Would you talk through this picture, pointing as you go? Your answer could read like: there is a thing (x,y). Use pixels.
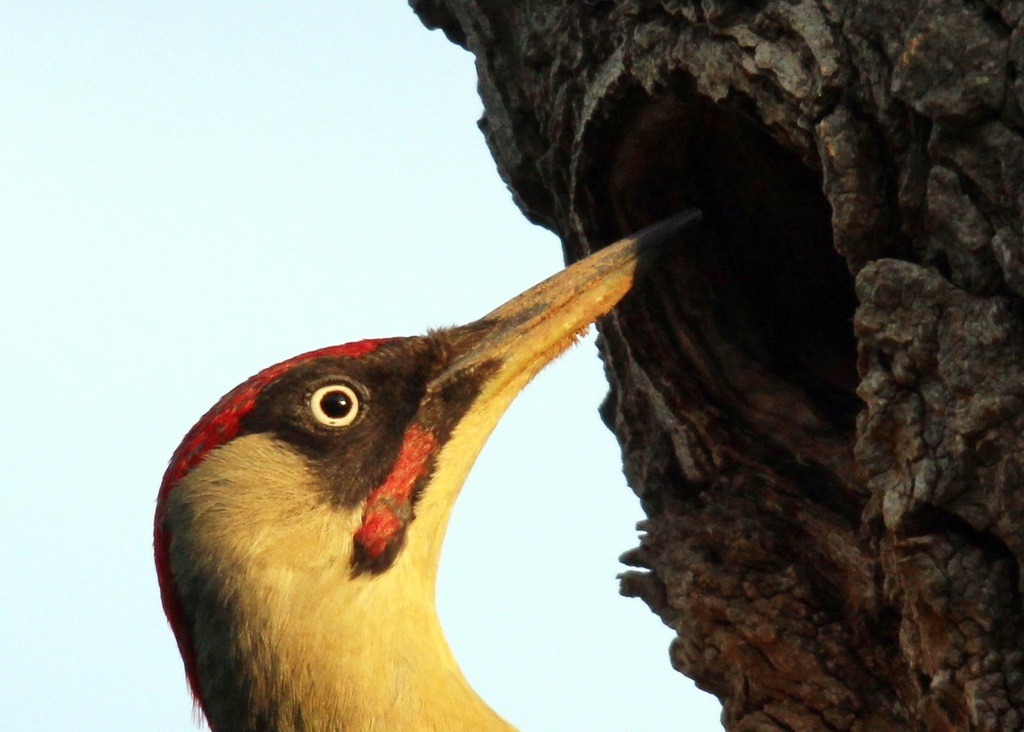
In this picture we can see bird (458,721) and a tree trunk (997,572) and in the background (244,316) we can see the sky (138,162).
